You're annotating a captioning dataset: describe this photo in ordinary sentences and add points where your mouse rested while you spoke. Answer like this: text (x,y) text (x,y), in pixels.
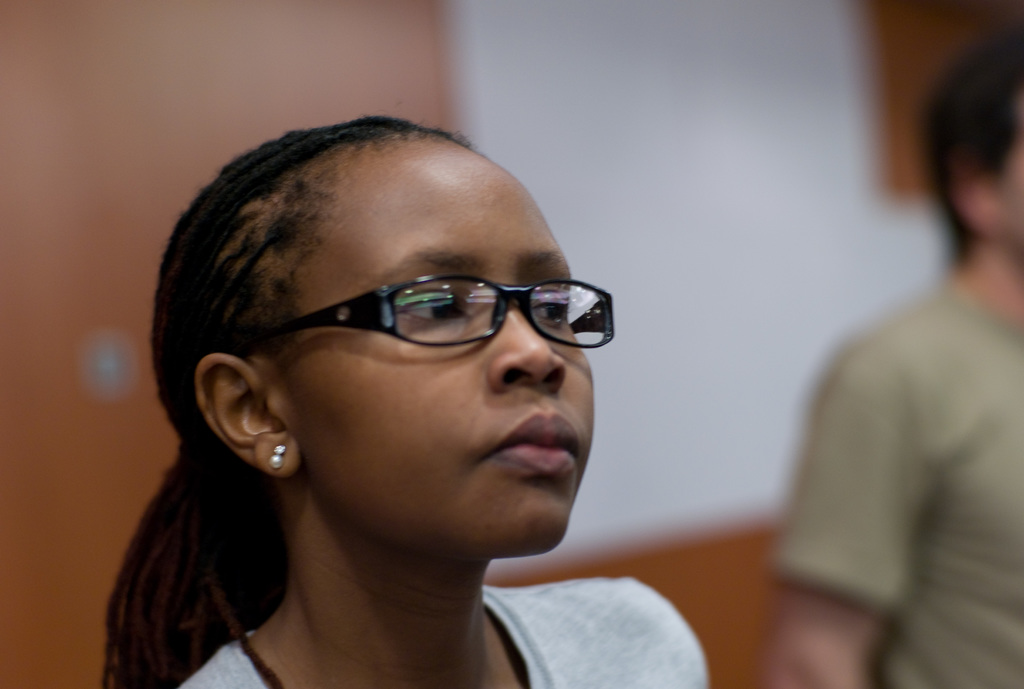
As we can see in the image there are two people (321,374) and the background (432,40) is blurred.
